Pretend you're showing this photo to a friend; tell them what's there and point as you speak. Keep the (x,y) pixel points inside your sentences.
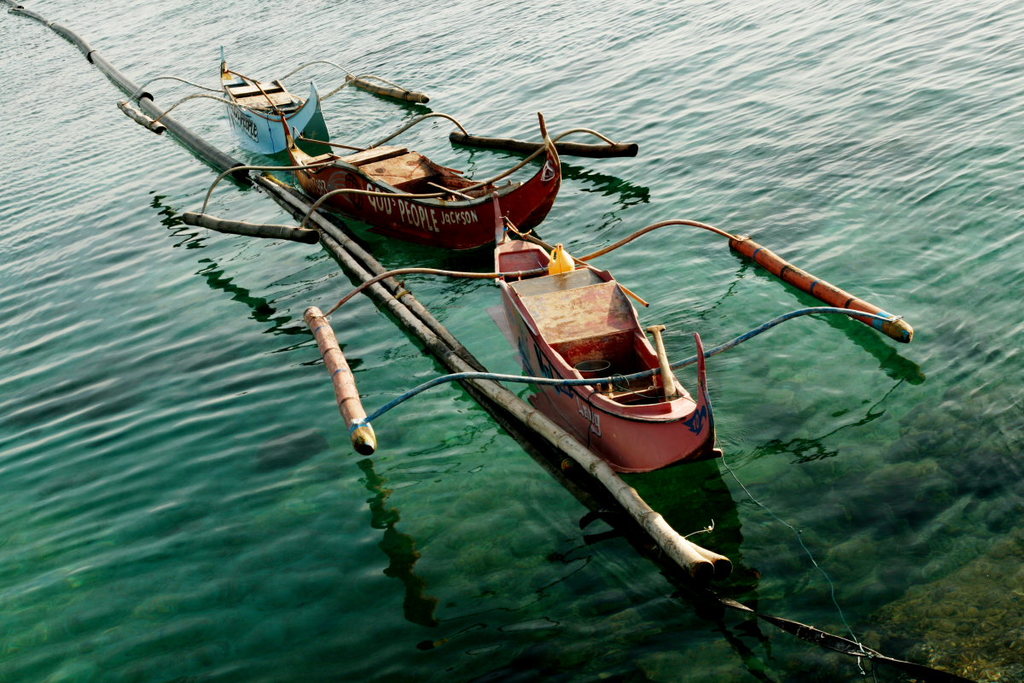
In this picture I can see the three boats (519,253) on the water (722,412), beside them there are logs (286,196).
